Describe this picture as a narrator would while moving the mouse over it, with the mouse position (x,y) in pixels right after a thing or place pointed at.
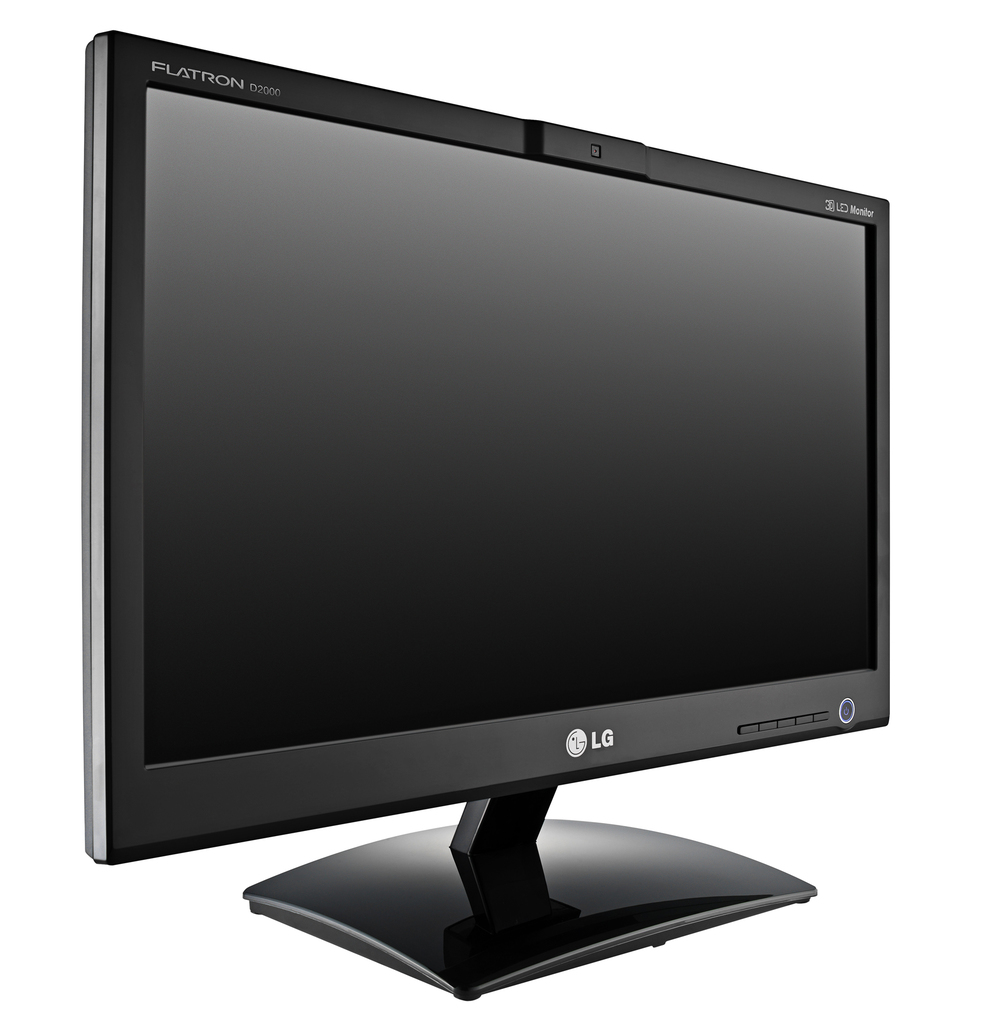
In the picture I can see a black color lg television (433,598).
